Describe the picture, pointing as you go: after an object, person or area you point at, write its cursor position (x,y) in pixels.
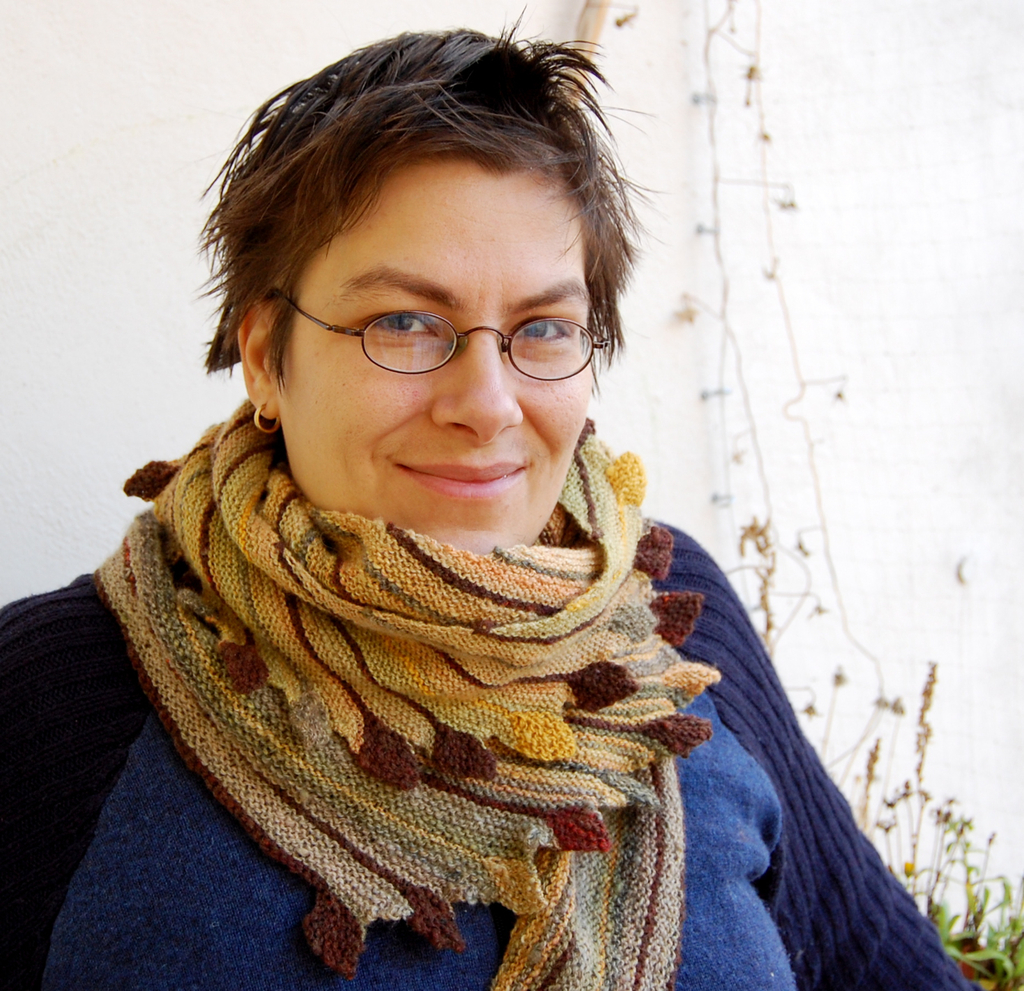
In this image we can see a person (526,716) and in the background (969,882) there are few plants (969,882) and a wall (56,386).
